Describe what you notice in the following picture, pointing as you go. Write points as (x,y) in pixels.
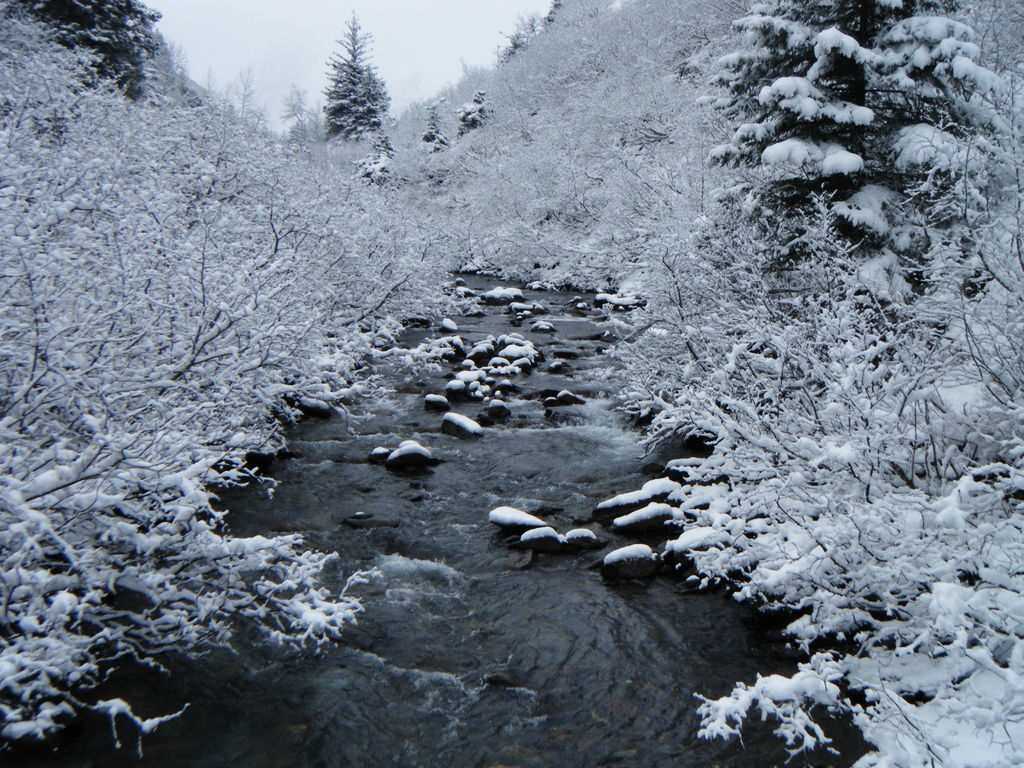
This picture shows trees (249,264) and we see water (489,483) and a cloudy sky (277,44) and few stones (454,425).
